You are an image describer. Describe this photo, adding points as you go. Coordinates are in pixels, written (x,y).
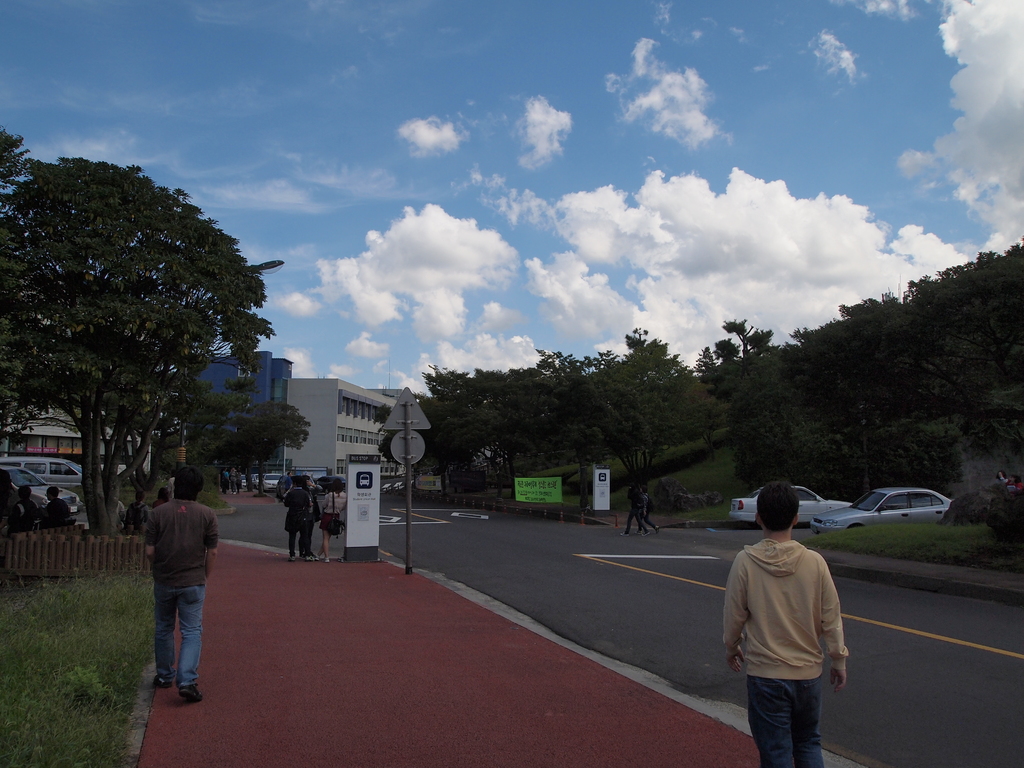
In the background (896,116) we can see the clouds (994,111) in the sky (717,149). In this picture we can see buildings (359,393), boards (416,416), trees (427,410), fence (105,566), people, vehicles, road (691,551), grass (725,511) and few objects (410,430).
